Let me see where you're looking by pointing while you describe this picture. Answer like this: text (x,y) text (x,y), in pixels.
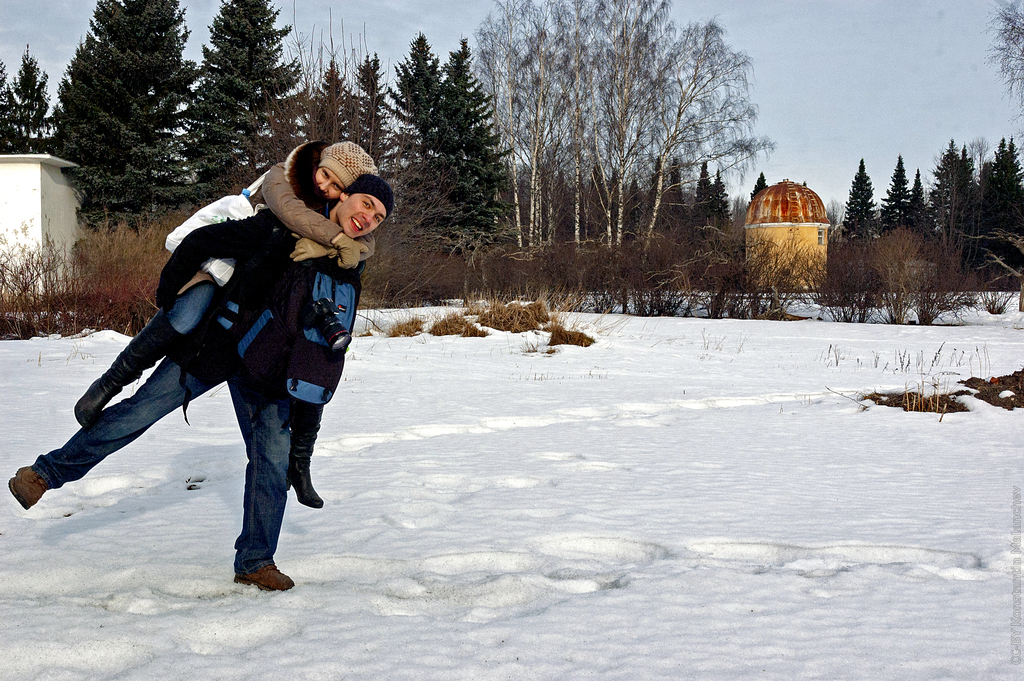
In this image I can see two persons (197,317), ground (625,334) full of snow (794,399), bushes (146,284), number of trees (831,221), the sky (840,91) and few buildings (70,243). Here I can see these two are wearing jackets (293,263), caps (341,177) and both of them are carrying bags (224,343). I can also see a camera (324,305) over here.
